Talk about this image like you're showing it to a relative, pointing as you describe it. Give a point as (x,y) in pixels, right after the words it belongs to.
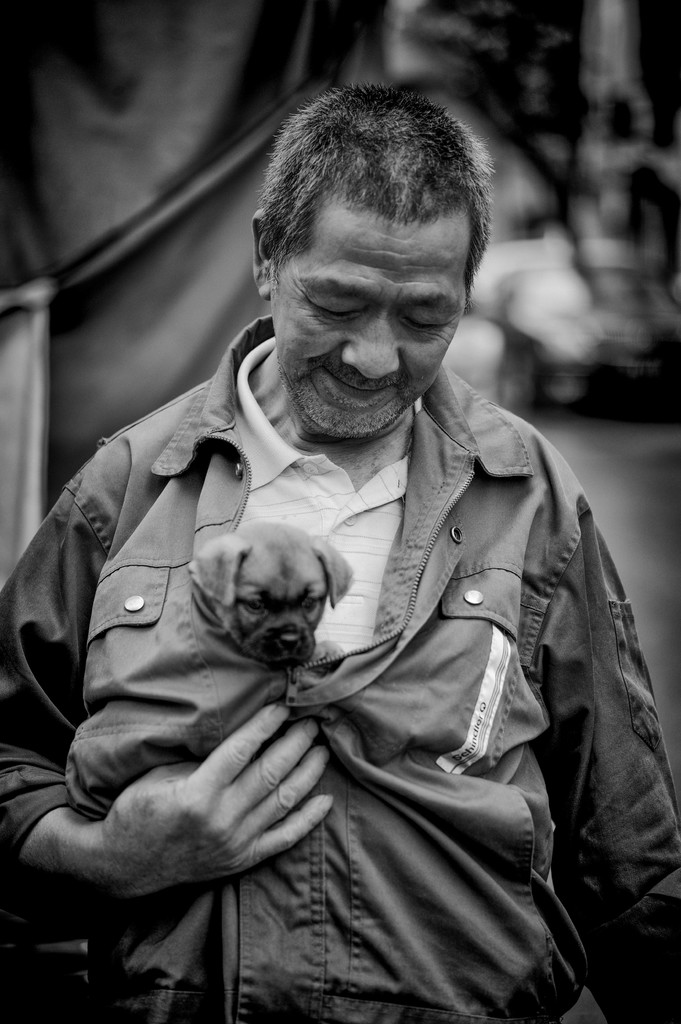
In the center (346,513) we can see one person (349,833) standing and he is smiling and he is holding dog (241,541). In the background (53,187) there is a sheet (289,34).
